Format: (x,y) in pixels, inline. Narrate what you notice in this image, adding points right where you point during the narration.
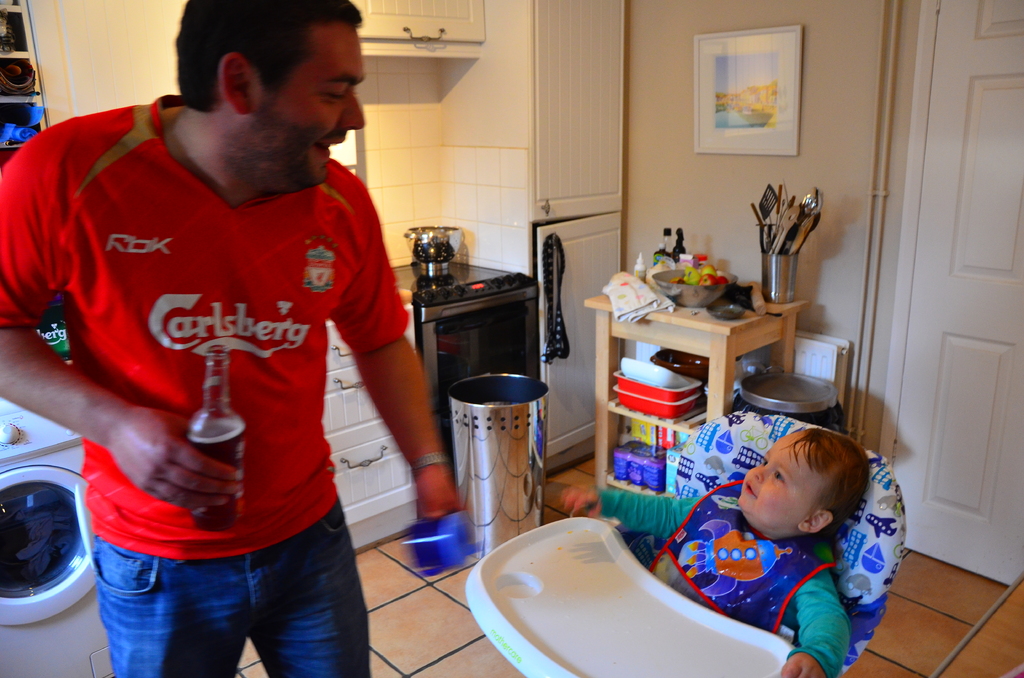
In this image I can see two persons (199,383), one person (199,383) in front (194,349) holding bottle (199,422) wearing red color shirt (194,362) and blue color jeans (169,571) and the other person (689,588) sitting in the chair (672,591) wearing green color dress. Background (812,111) I can see few bowls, spoons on the table (741,323), I can also see stove (489,335), washing machine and I can see a frame (707,100) attached to the wall (693,118) and the wall (686,176) is in cream color.
